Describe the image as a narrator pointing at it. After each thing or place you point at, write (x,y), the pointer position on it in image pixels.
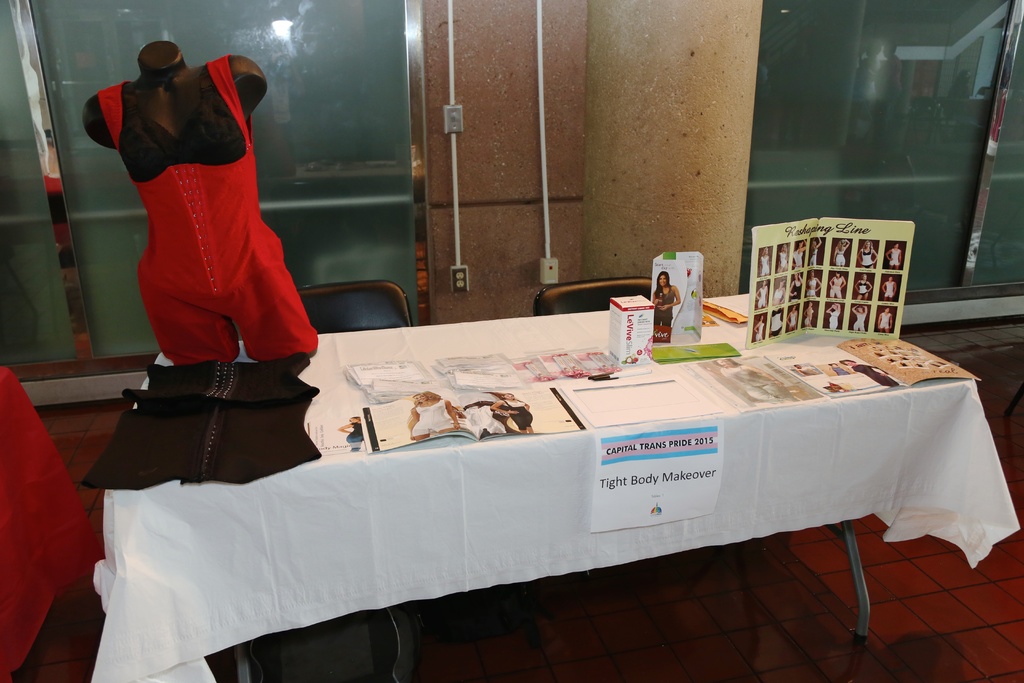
In this image there is a table (668,424) on which there are boxes (658,313), books (456,411), clothes (259,395) and a mannequin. Beside the table (452,366) there are two chairs (332,297). In the background (476,61) there is a wall (468,95) to which there are two pipes (453,143). On the right side (933,102) top there is a glass door (969,123).
